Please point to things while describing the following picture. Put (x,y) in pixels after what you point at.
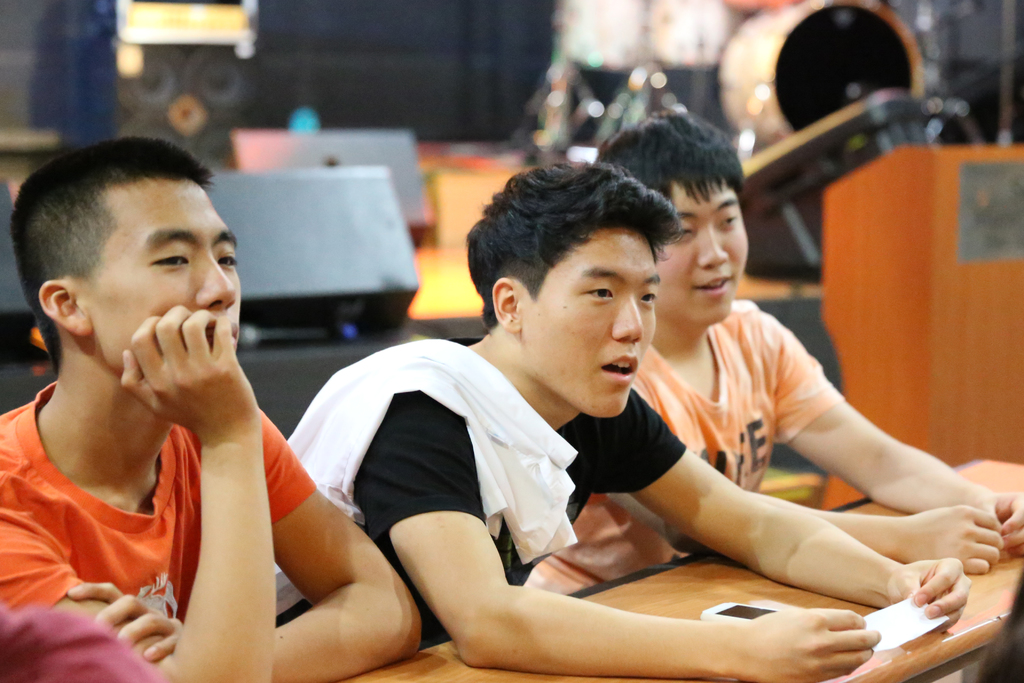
In this image I can see three men (566,349). These men (331,409) are wearing t-shirts (298,488). This person (651,504) is holding some paper (892,616) in the hand (852,640). Here I can see a wooden table (646,605). In the background (340,252) I can see some objects (468,181) and a podium (941,269).
